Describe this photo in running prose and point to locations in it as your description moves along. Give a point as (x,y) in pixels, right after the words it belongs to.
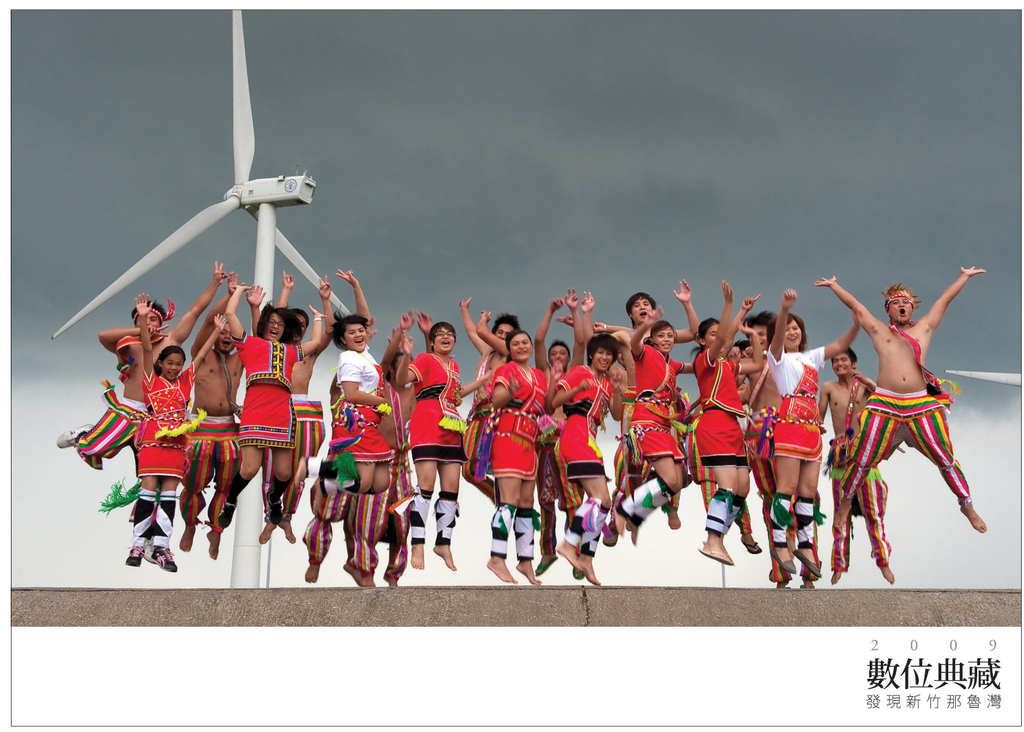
In this picture we can see there are groups of people (470,456) jumping on the path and behind the people (403,420) there is a wind turbine (268,239) and a cloudy sky (648,210). On the image there is a watermark (902,689).
